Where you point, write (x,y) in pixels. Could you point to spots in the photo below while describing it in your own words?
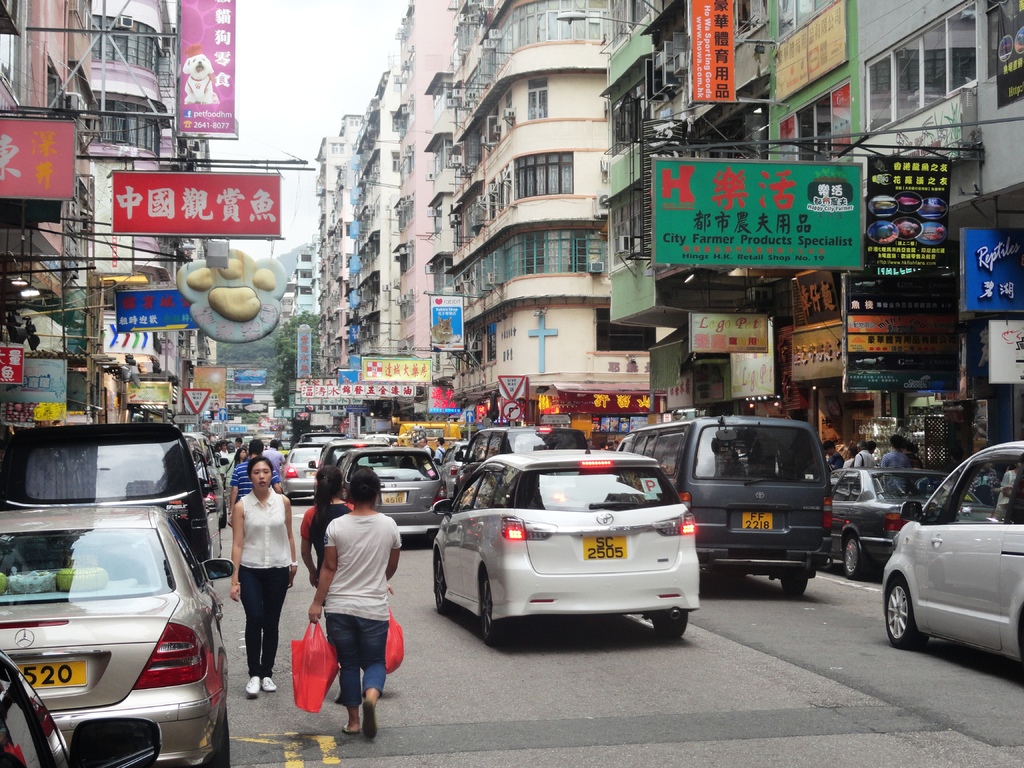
This picture is clicked outside. In the center (374,486) we can see the group of persons (246,538) seems to be walking on the ground (415,700) and we can see the group of cars (561,514) and the buildings (169,88) and we can see the text (761,202) and some pictures (920,229) on the boards (203,183). In the background (172,284) we can see the sky (335,132), trees (278,349), vehicles (346,443), buildings (329,371) and many other objects (546,416). In the foreground (356,564) we can see a person (364,563) holding a red color bag (321,654) and walking on the ground (396,684).
